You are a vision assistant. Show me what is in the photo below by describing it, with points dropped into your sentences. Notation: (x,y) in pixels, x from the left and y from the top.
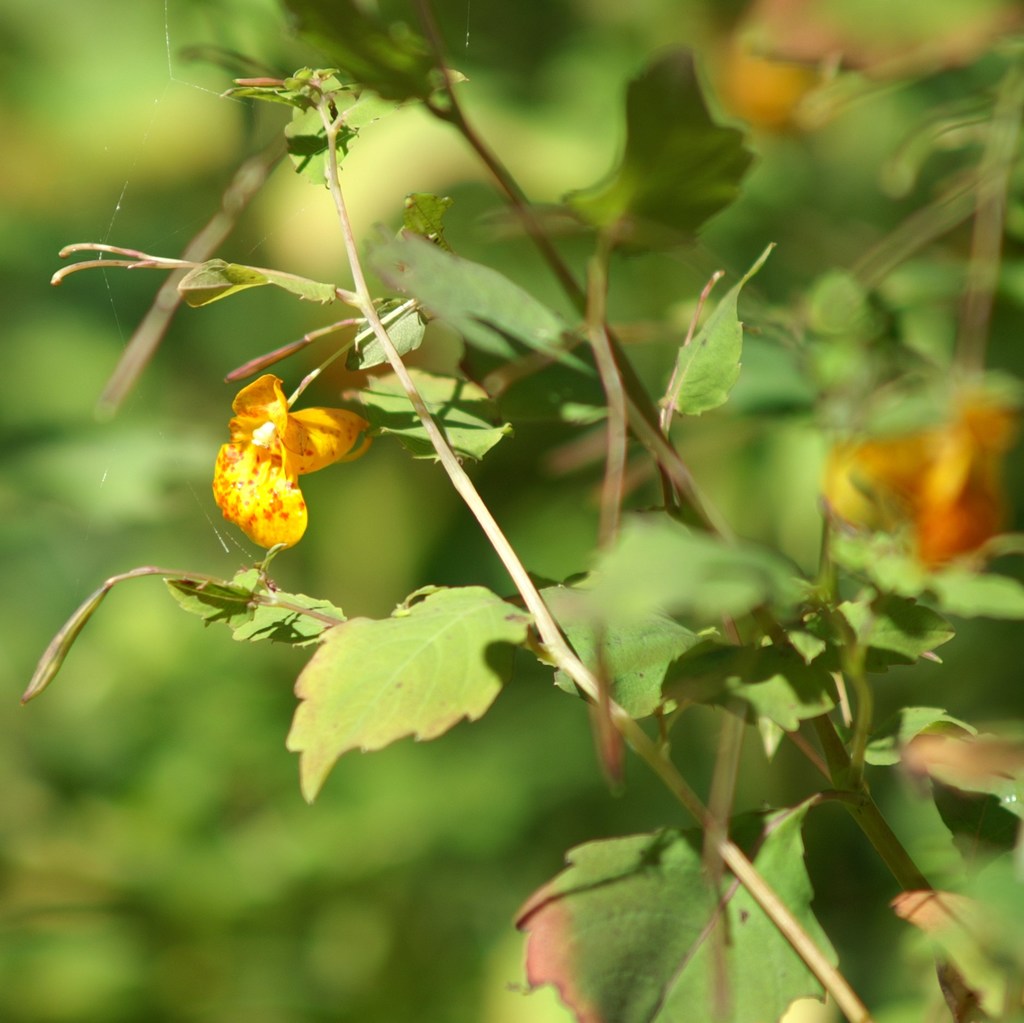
In this picture we can see few flowers (791,98) and plants (615,542).
